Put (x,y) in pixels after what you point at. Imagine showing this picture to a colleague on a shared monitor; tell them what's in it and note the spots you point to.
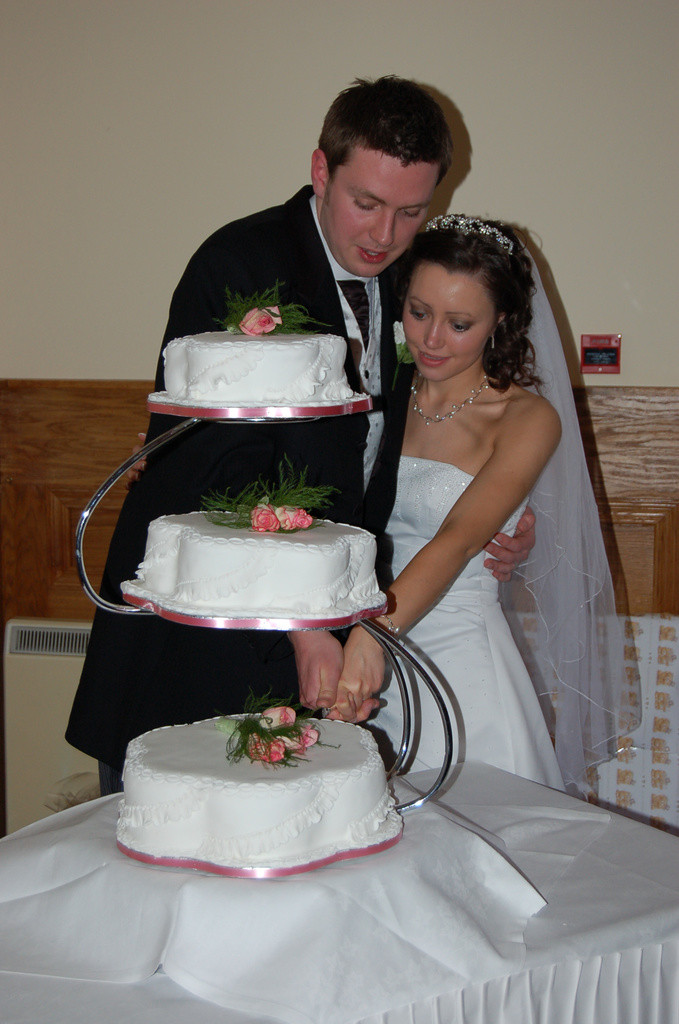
There are two persons (341,518) standing in middle of this image (346,613) is cutting a cake (310,746) which is in white color. The men (269,287) is wearing black color blazer (289,265) and white color shirt (353,329) And the women (471,577) is wearing white color dress (483,572) And the cake (265,827) is in white color, and there is a table (417,845) at bottom of this image (441,851) and there is a wall (460,145) in the background (445,88).
